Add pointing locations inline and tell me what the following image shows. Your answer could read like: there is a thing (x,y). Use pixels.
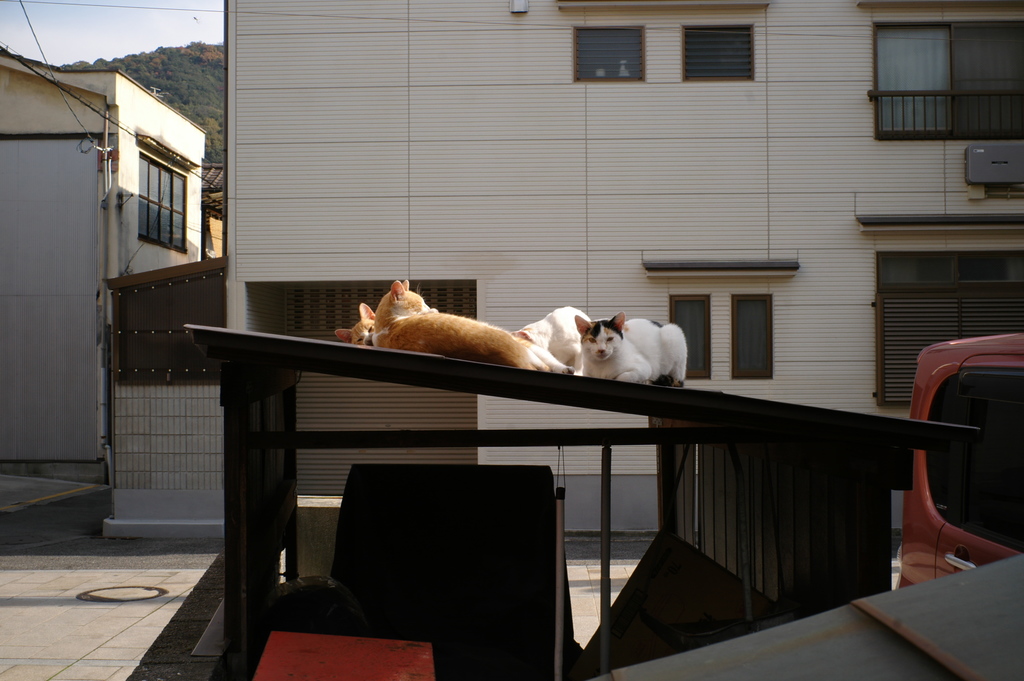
In the picture I can see cats (481,353) on the roof (659,397). In the background (350,235) I can see buildings (231,262), trees (165,95), the sky (86,47), wires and some other objects (970,482) on the ground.
